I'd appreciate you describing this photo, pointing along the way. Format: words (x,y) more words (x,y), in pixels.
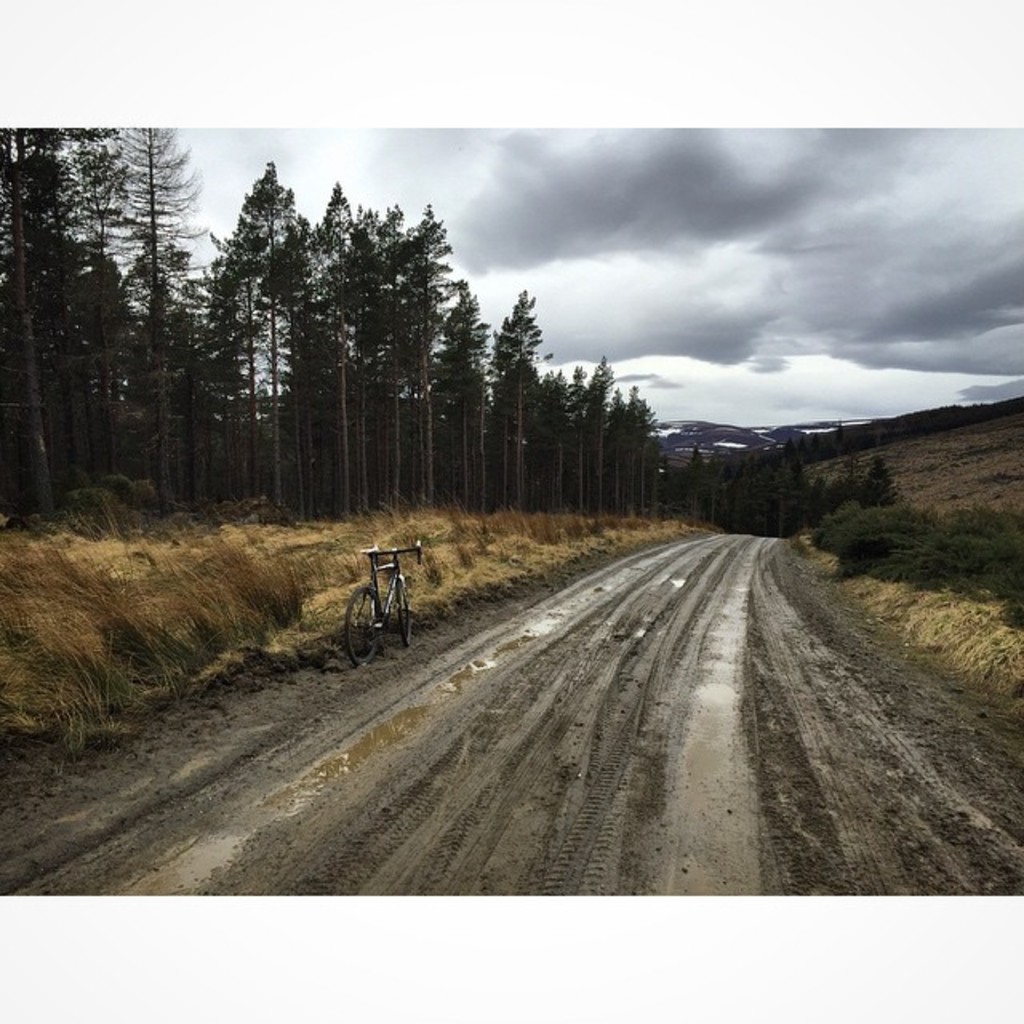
In the center of the image (574,674) there is a mud road (439,681). There is a bicycle (405,596). At the left side of the image (40,187) there are trees (596,447). At the top of the image (752,155) there are clouds (797,372).
